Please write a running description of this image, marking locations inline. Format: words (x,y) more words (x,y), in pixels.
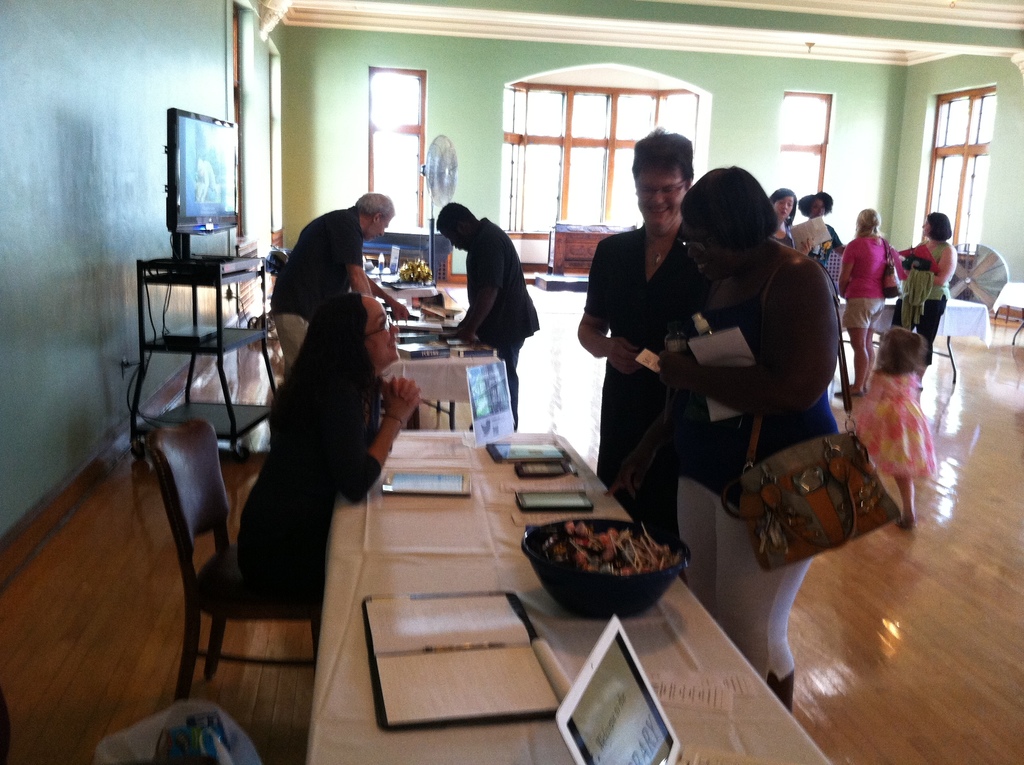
This is a room (599,406). In this room (880,200) there are group of people (691,316) at the left side of the image (297,517) there is a woman (298,527) who is sitting at a table (334,593) and there are two women (743,220) talking to this woman (412,395) and at the middle of the image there is a fan (439,147) and at the right side of the image (973,261) there is another fan (987,273) and at the left side of the image (181,192) there is a T. V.
